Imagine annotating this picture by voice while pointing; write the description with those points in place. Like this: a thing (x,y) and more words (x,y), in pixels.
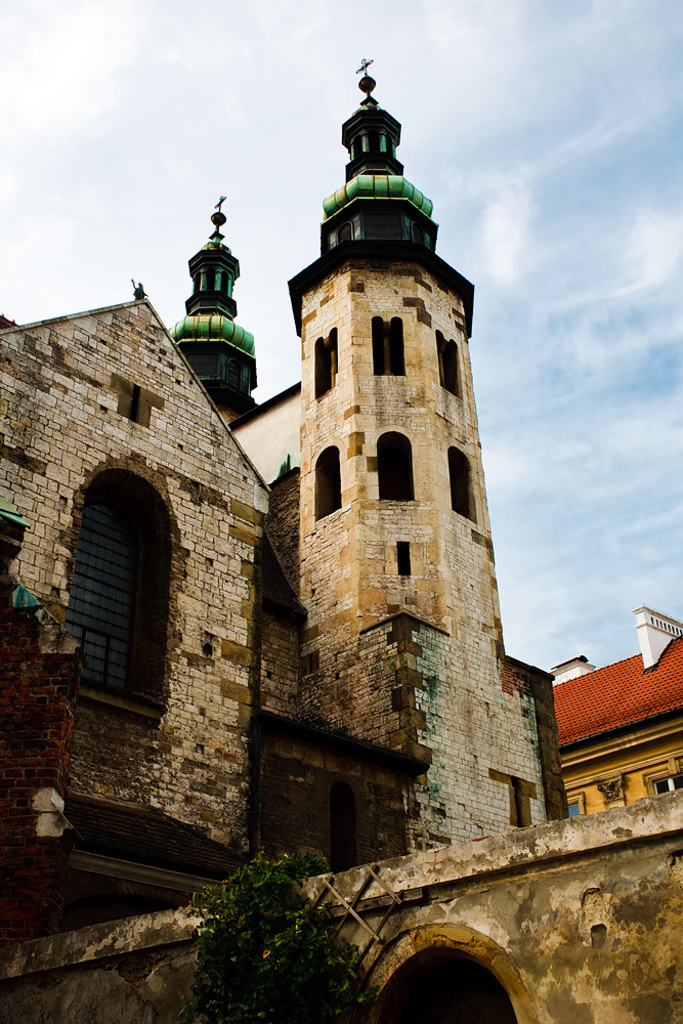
In the center of the image (270,442) there are buildings (392,605). At the top of the image (235,117) there is sky (274,121).
